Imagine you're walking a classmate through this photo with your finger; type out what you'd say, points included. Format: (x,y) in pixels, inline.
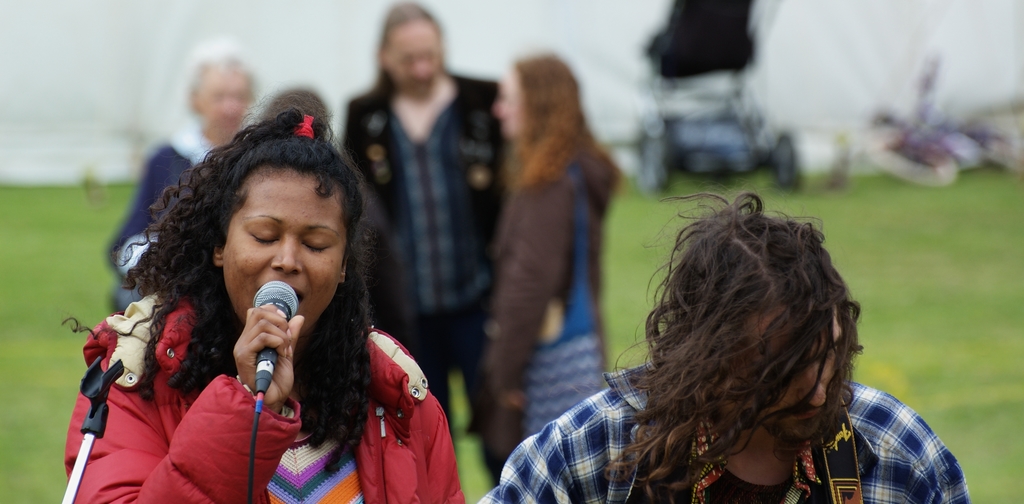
In this image there are two person's (811,393), a person (363,279) holding a mike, mike stand (97,385), and at the background (55,351) there are four people (471,120) standing, grass (946,322).
